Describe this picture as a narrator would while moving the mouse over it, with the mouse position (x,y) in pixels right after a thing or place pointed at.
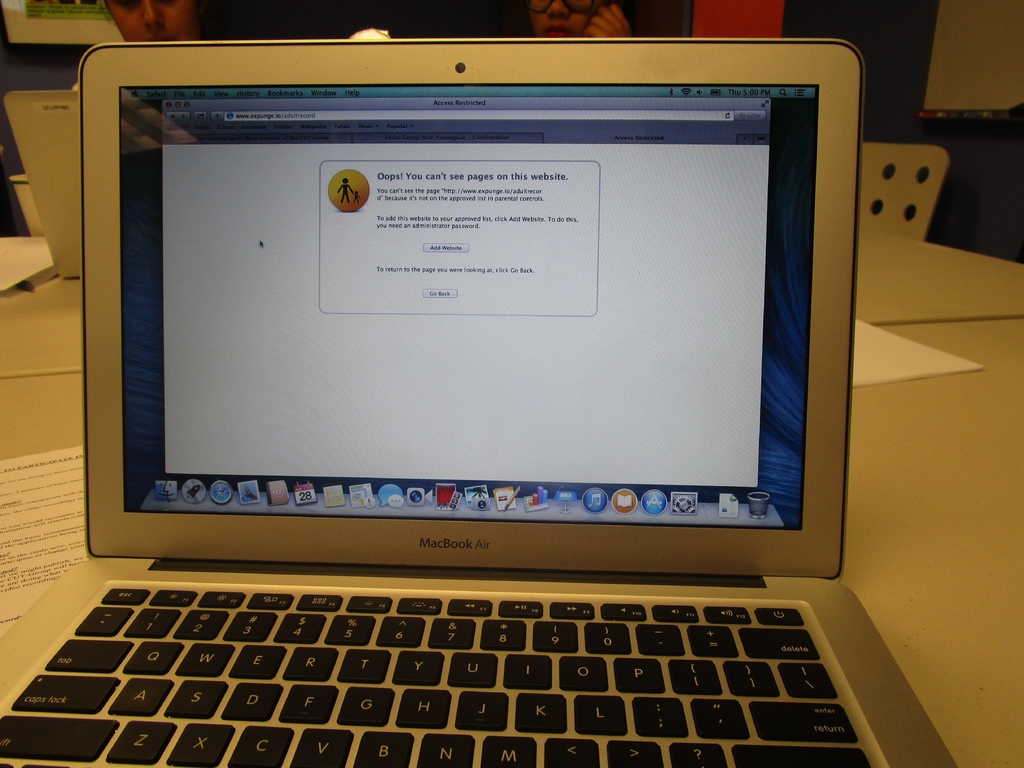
This is the laptop (376,514) with the display (276,345), which is placed on the table (938,537). At the top of the image (130,36), I can see another laptop (37,155) and two people (562,23). These are the papers (892,368). I think this is the chair (912,177).
